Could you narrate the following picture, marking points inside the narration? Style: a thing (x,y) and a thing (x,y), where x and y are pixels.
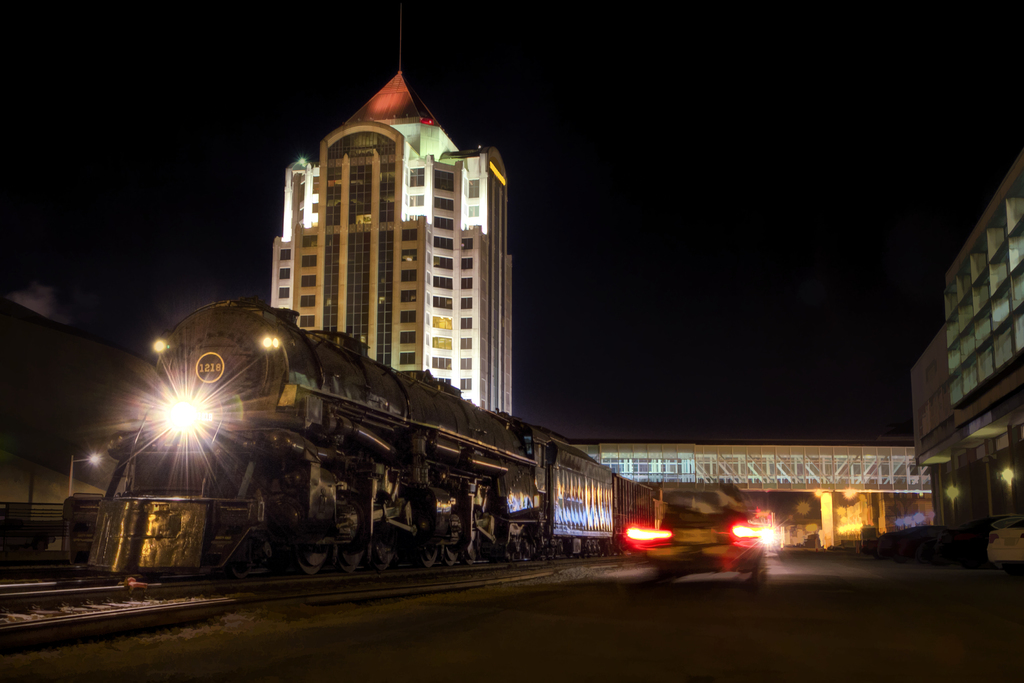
In the middle of the image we can see some vehicles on the road (474,653). Behind the vehicles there are some buildings (969,495) and bridge (650,441). In the bottom left corner of the image (201,517) we can see some tracks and locomotive (238,549).
